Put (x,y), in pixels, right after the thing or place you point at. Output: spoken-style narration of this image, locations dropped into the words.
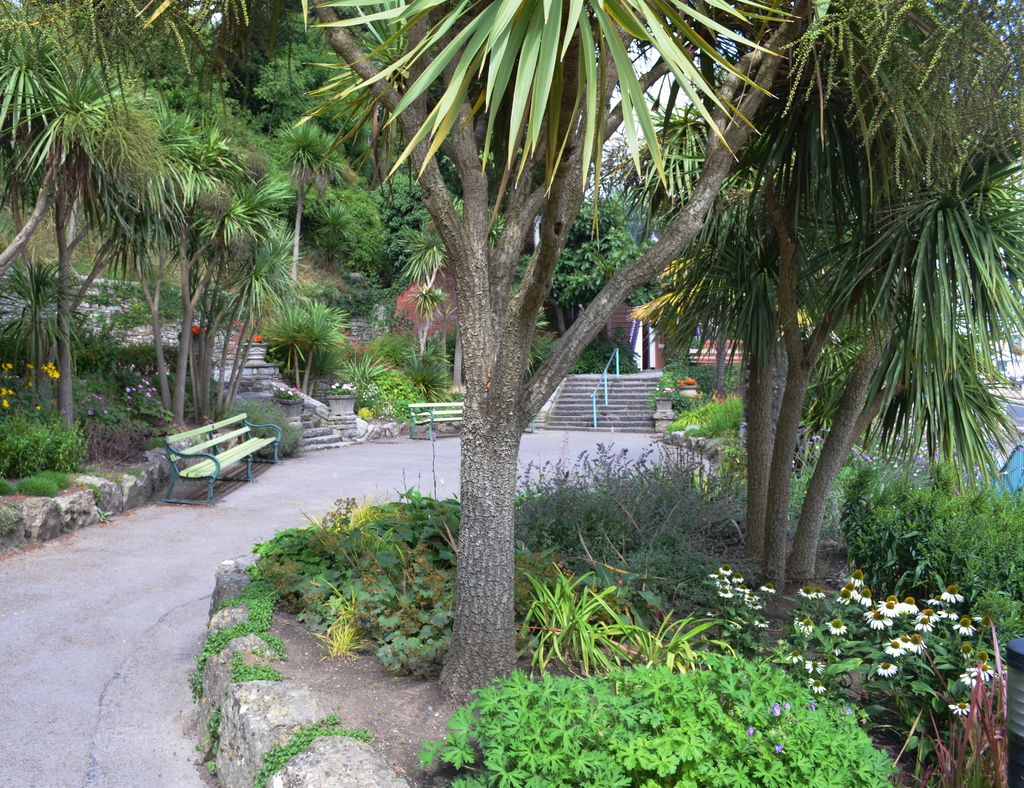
In this image there are some plants (594,618) at bottom of this image (576,629) and left side of this image (120,386) and there are some trees (565,286) in the background (23,232). There is a bench (184,467) at left side of this image (222,468) and there are some flowers (887,665) at bottom right corner of this image (889,613) and there are some stairs (618,402) at middle of this image (602,405).
